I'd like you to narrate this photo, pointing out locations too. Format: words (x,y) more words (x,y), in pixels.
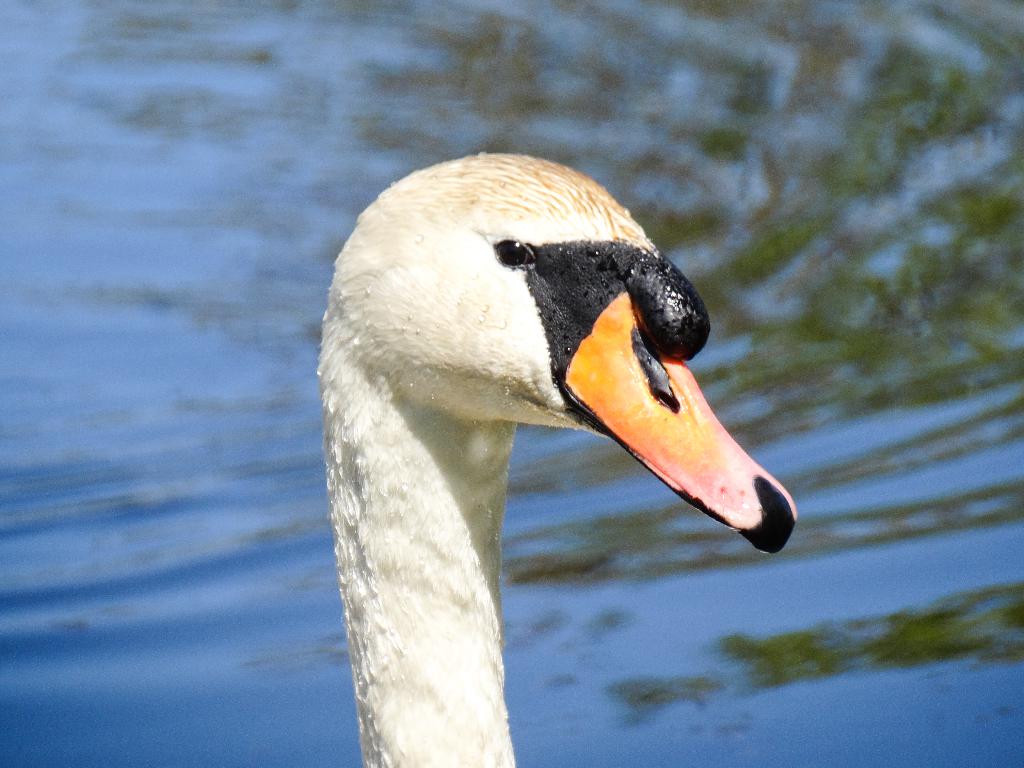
In the background (804,394) we can see the water (845,385). In this picture we can see the partial part of a swan (378,482).
